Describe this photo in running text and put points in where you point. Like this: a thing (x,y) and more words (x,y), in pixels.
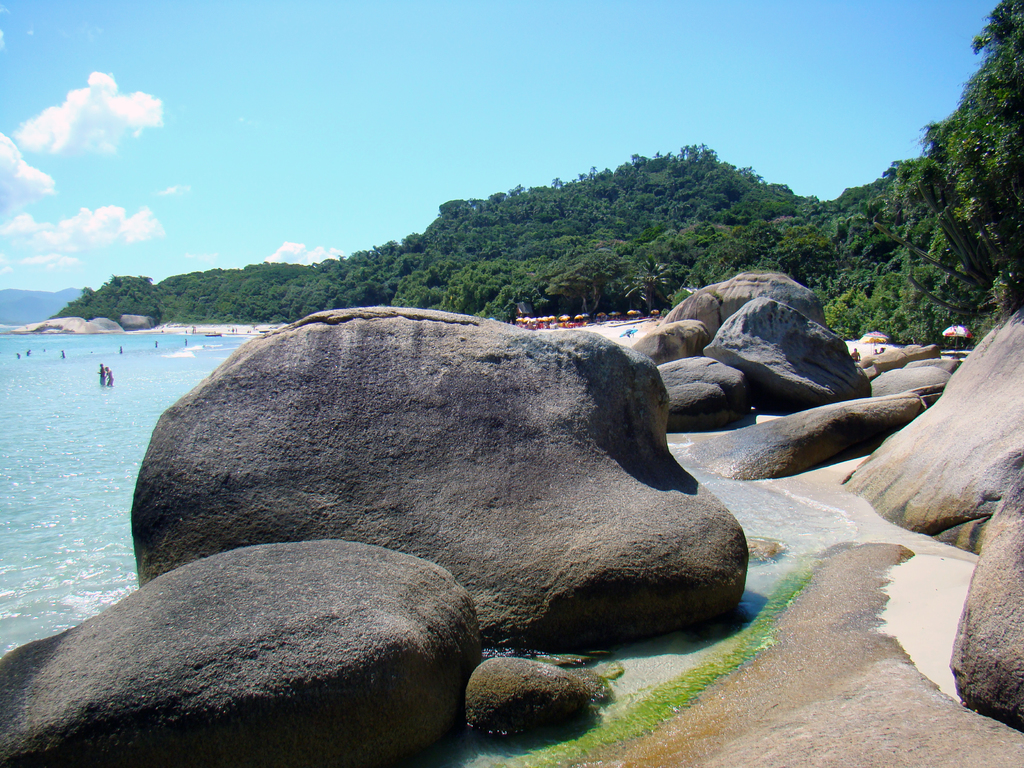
We can see rocks (387,392) and water (87,413). In the background (1008,201) we can see people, trees (140,292) and sky (97,173) with clouds (98,141).
